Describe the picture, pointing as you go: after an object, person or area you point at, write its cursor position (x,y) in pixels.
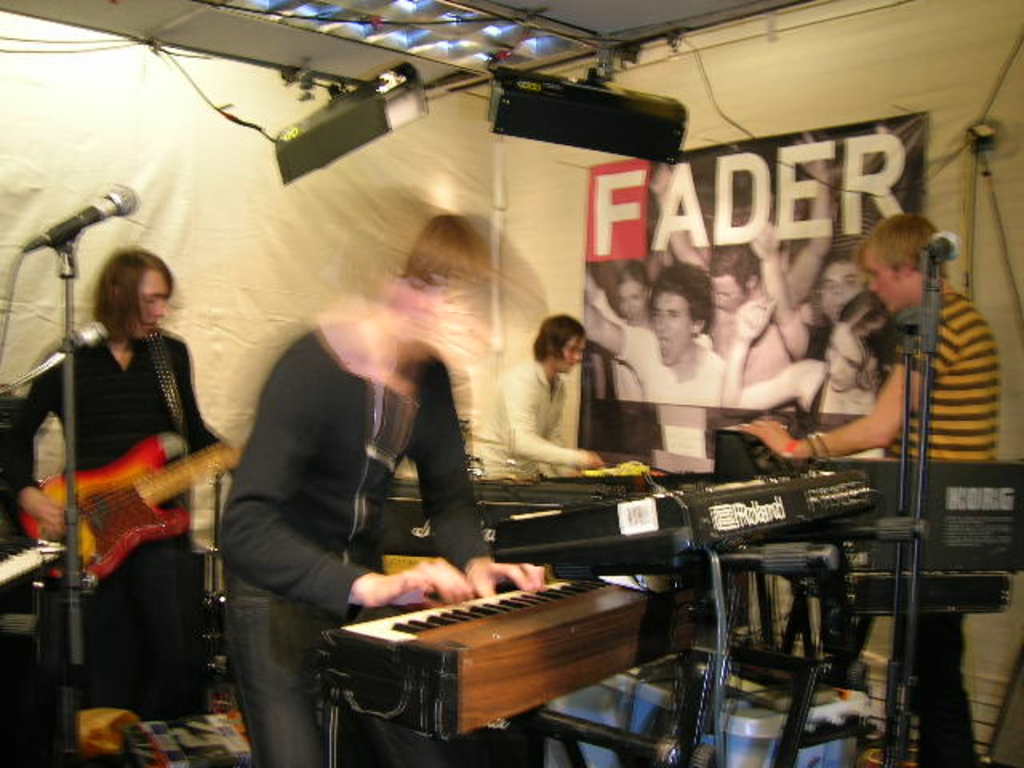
In the image we can see that four person (517,447) are playing the music. This person (122,454) is holding a guitar (100,486) in his hand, this person (451,569) is playing piano (417,628). These are the lights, this is a poster (618,267).
